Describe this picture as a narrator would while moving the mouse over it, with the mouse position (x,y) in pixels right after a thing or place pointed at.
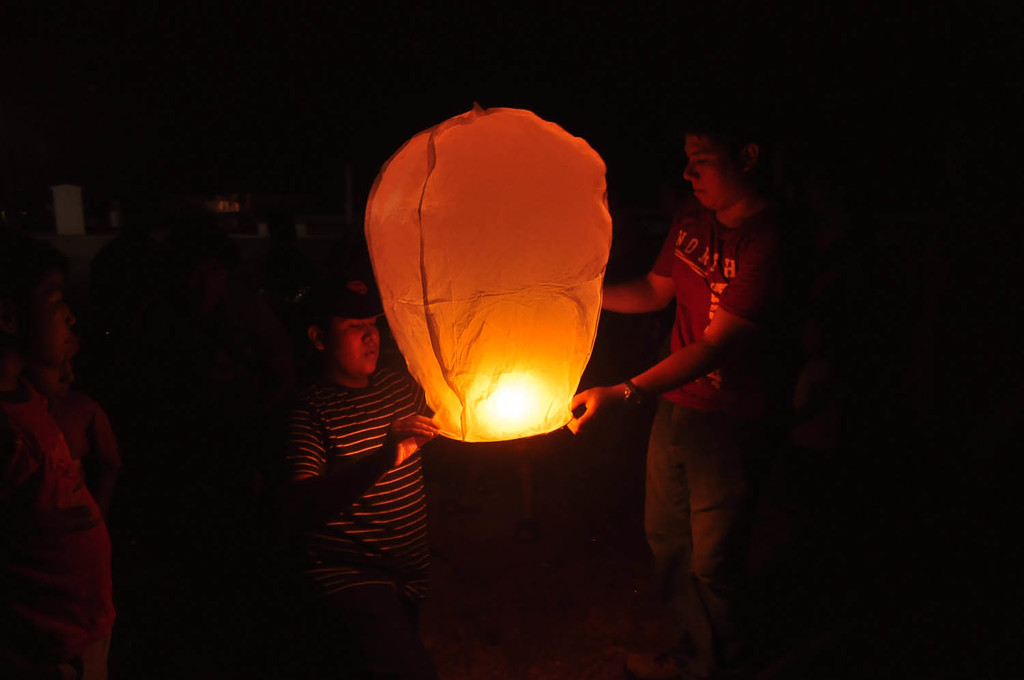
The image is dark and we can see there are people (394,432) standing and wearing clothes (678,480). This is a wrist watch (627,390), cap (349,295) and a paper sky lantern (500,396).
